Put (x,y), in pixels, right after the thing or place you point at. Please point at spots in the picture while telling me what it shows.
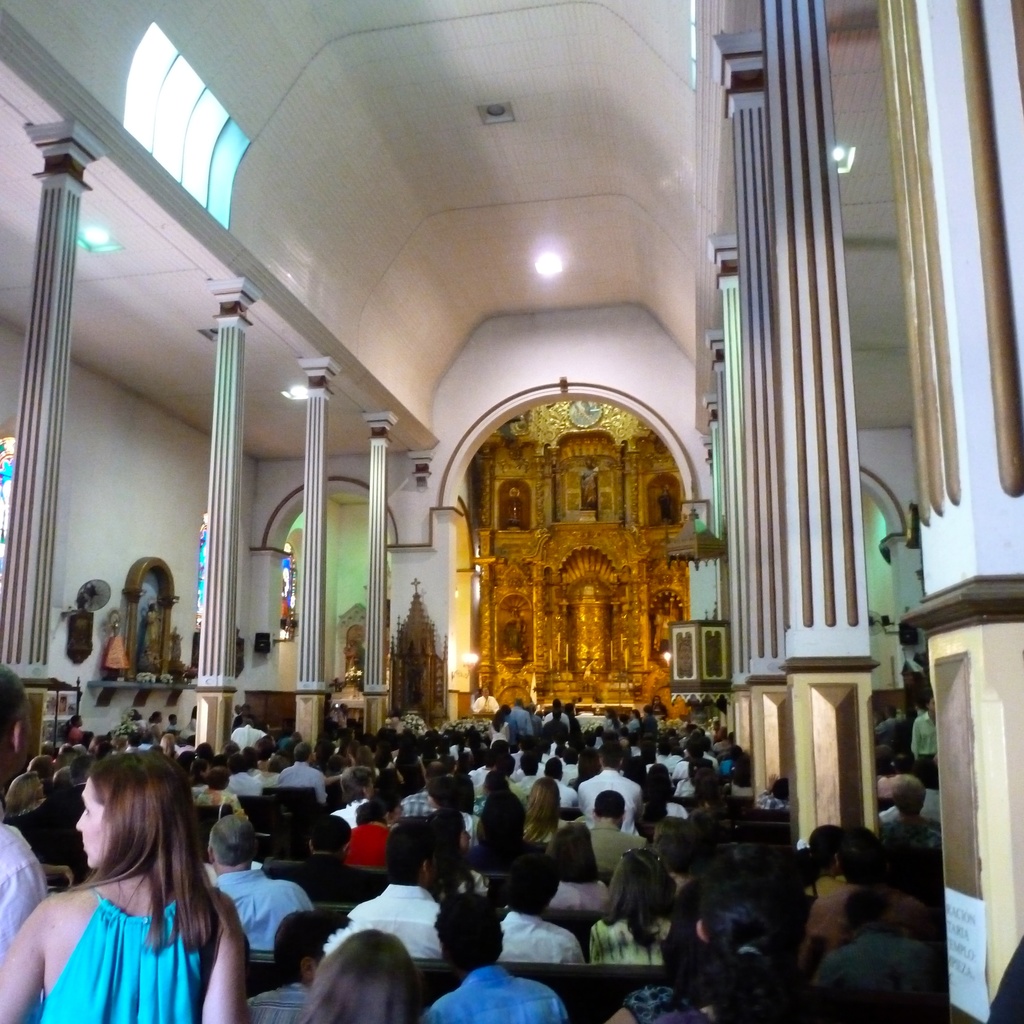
In this picture we can see group of people (390,815), in the church (464,641), few (528,870) are seated and few (155,779) are standing, in the background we can see few lights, at the right bottom of the image (954,909) we can see a paper (956,933) on the pillar (972,783).
